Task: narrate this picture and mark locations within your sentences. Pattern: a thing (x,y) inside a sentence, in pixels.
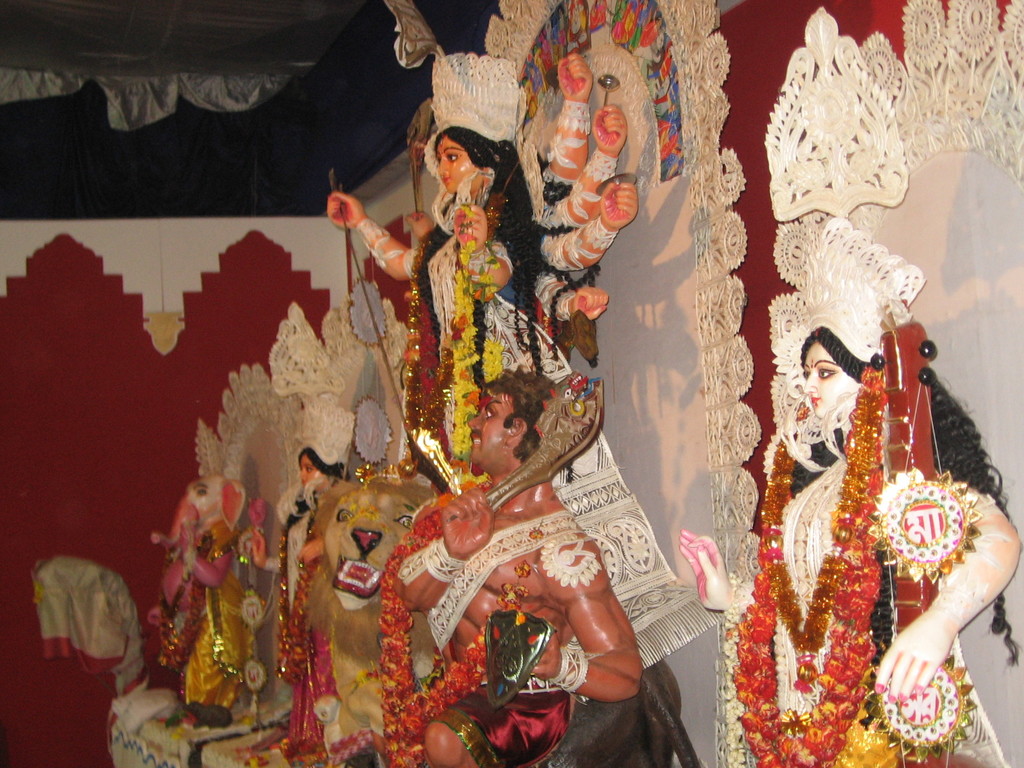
In this pictures there are statues (884,552) of gods (208,562) and goddess (797,558). The statues (579,672) are decorated with the clothes (793,572) and garlands (396,645). On the top (203,200), there are tents (221,97).
